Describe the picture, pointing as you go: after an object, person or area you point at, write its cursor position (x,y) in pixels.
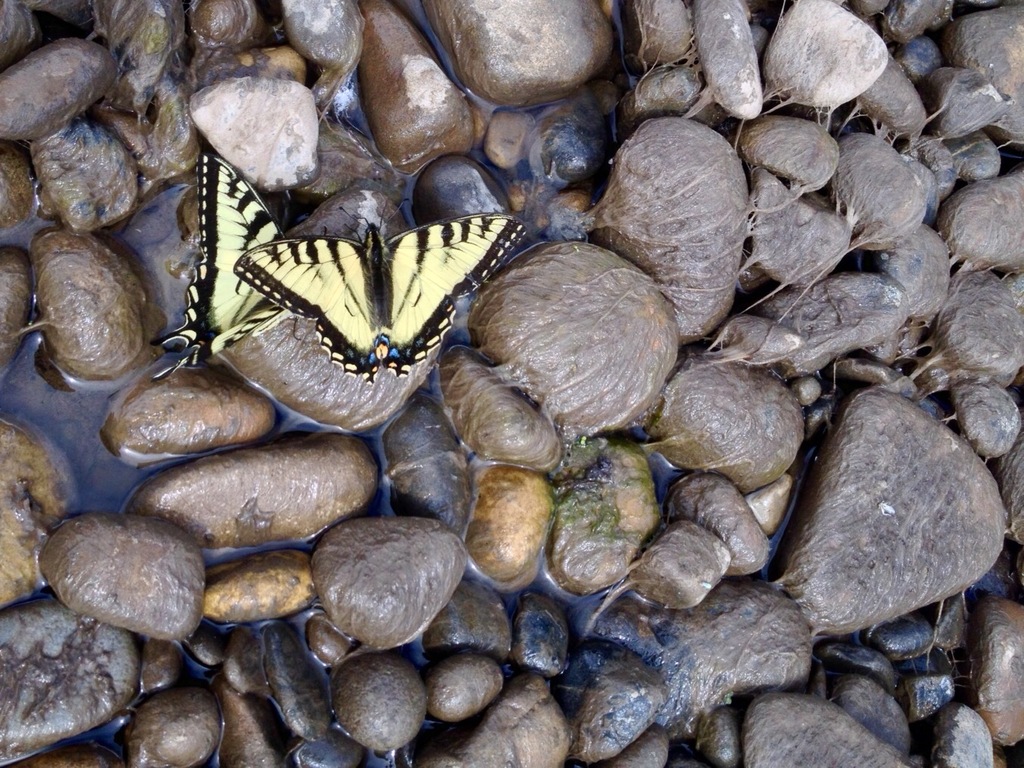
In this picture we can see butterflies (252,239), pebbles (360,38) and water (379,484).
